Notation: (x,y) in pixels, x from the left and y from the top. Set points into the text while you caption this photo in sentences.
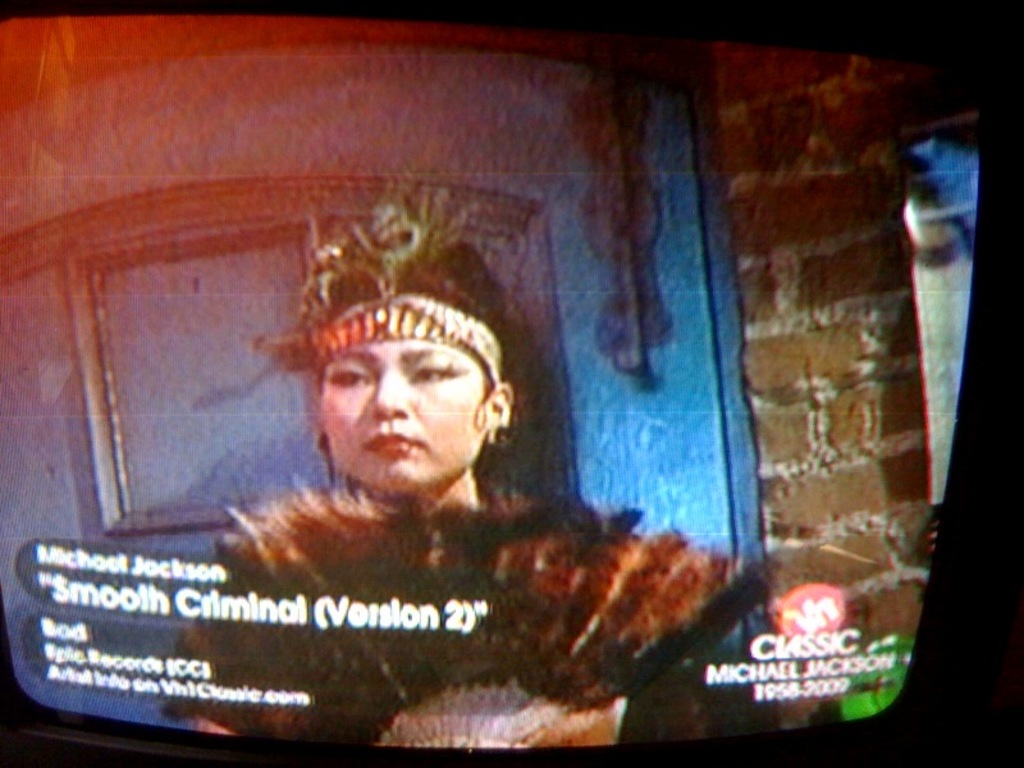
In this image I can see a screen (427,246), in the screen (496,224) I can see a person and a window (222,363), and the wall (738,227) is in brown color.
